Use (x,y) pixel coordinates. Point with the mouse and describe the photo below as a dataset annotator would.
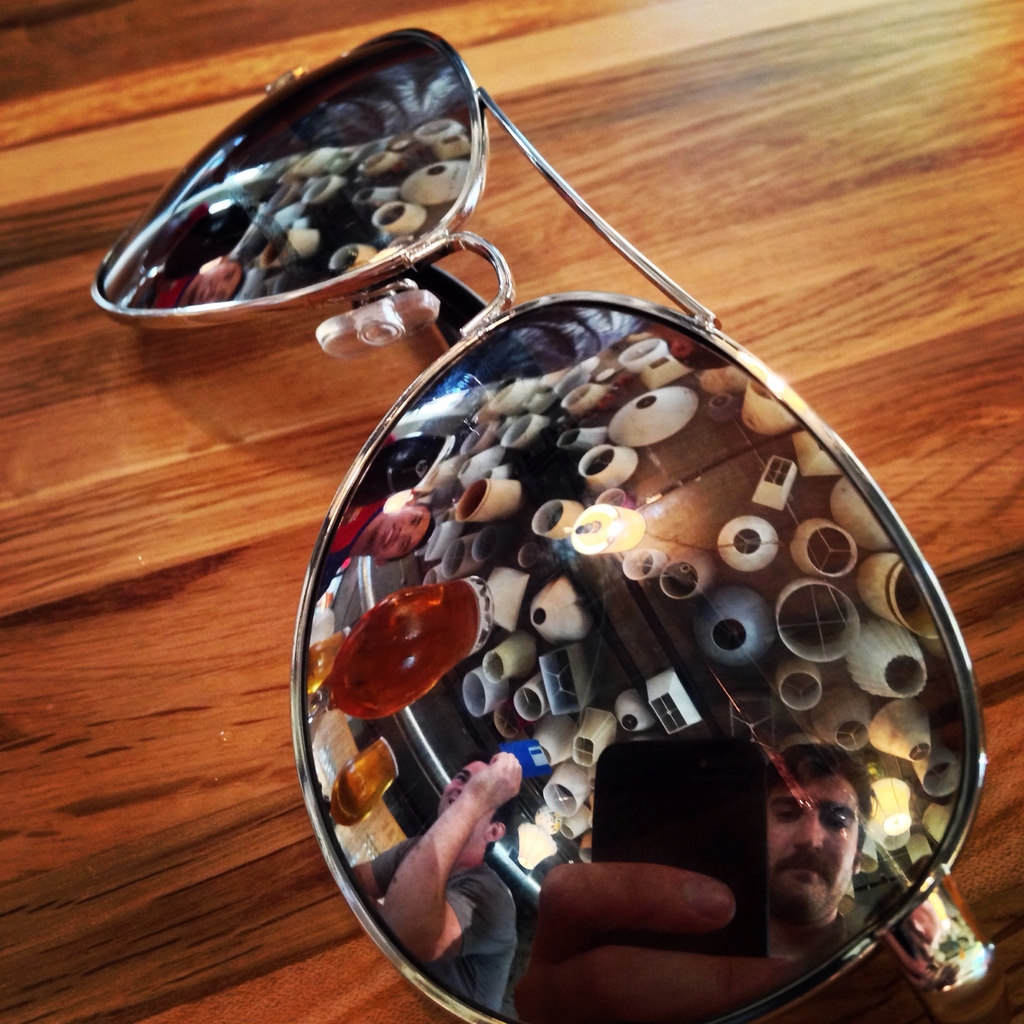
This picture is consists of the image of the sun glasses (570,197), which is placed on the wooden table (994,648), and the faces (825,791) of the people (463,798) those who are standing to the other side of the image are appearing in the glasses (710,784).
